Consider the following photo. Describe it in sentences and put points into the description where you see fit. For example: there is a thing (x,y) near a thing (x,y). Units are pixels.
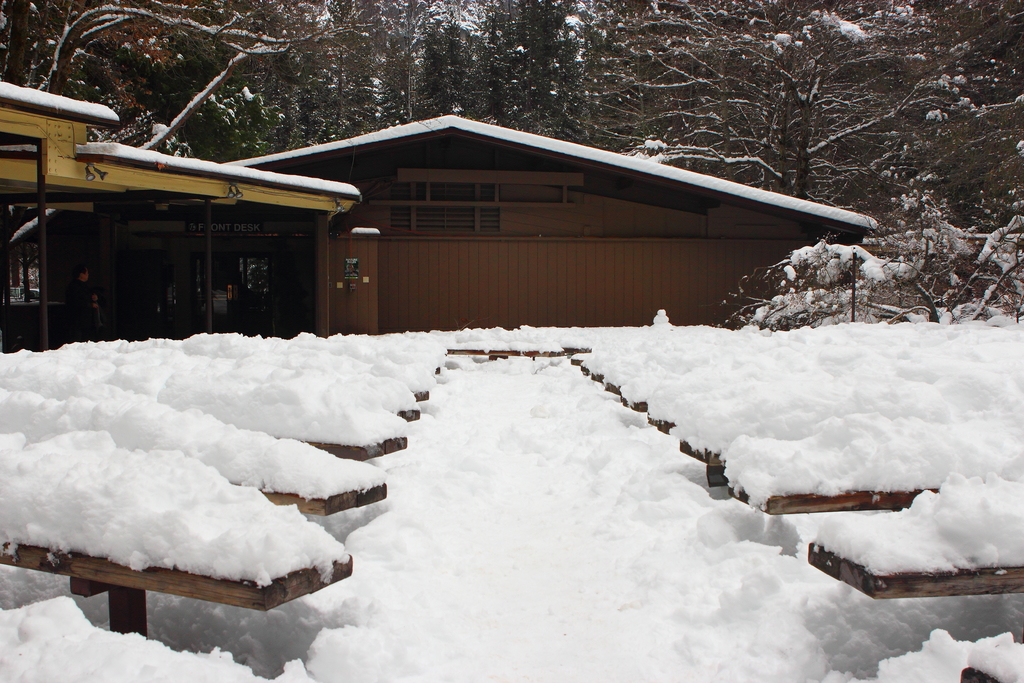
In this picture, it seems to be there are benches (778,508) on the right (781,465) and left side of the image (227,442), which are covered with snow (418,425) and there are trees (118,142) and a house (300,175) in the background area of the image (553,178).
